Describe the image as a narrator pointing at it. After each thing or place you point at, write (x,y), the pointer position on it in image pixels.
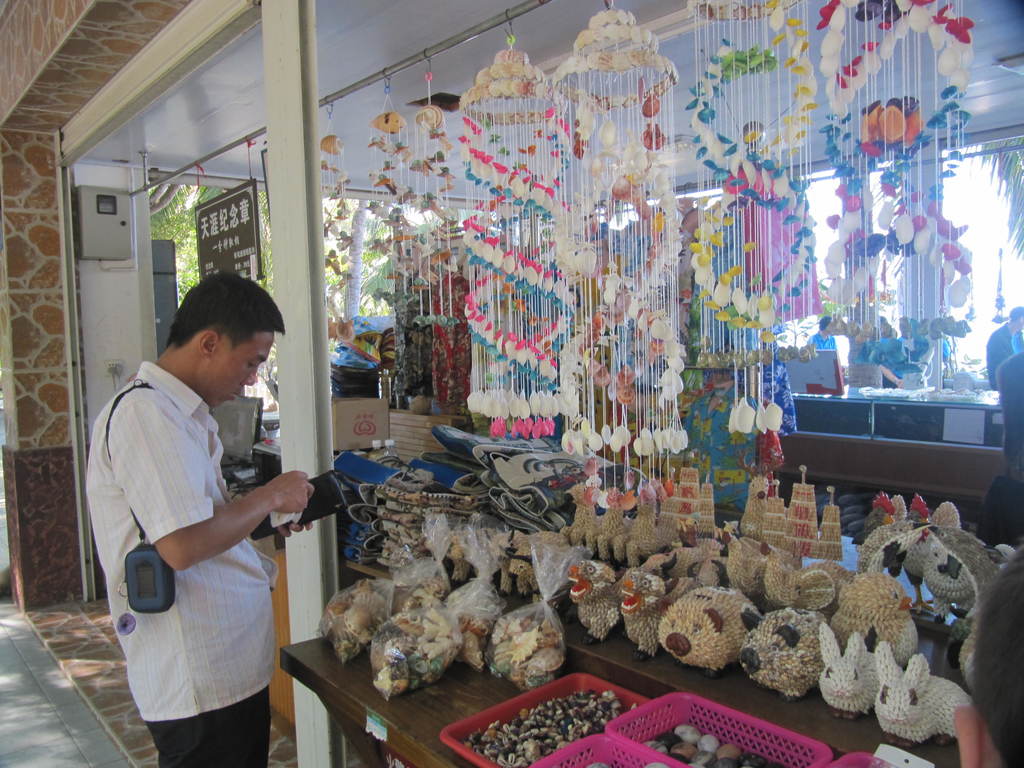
A person (151,432) is standing holding wallet (275,535). There are decor hangings (402,196), baskets (715,767) and toys (964,633). There is a board (226,242) at the back (232,231). People (1016,444) are present and there are trees (1017,226) at the back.
